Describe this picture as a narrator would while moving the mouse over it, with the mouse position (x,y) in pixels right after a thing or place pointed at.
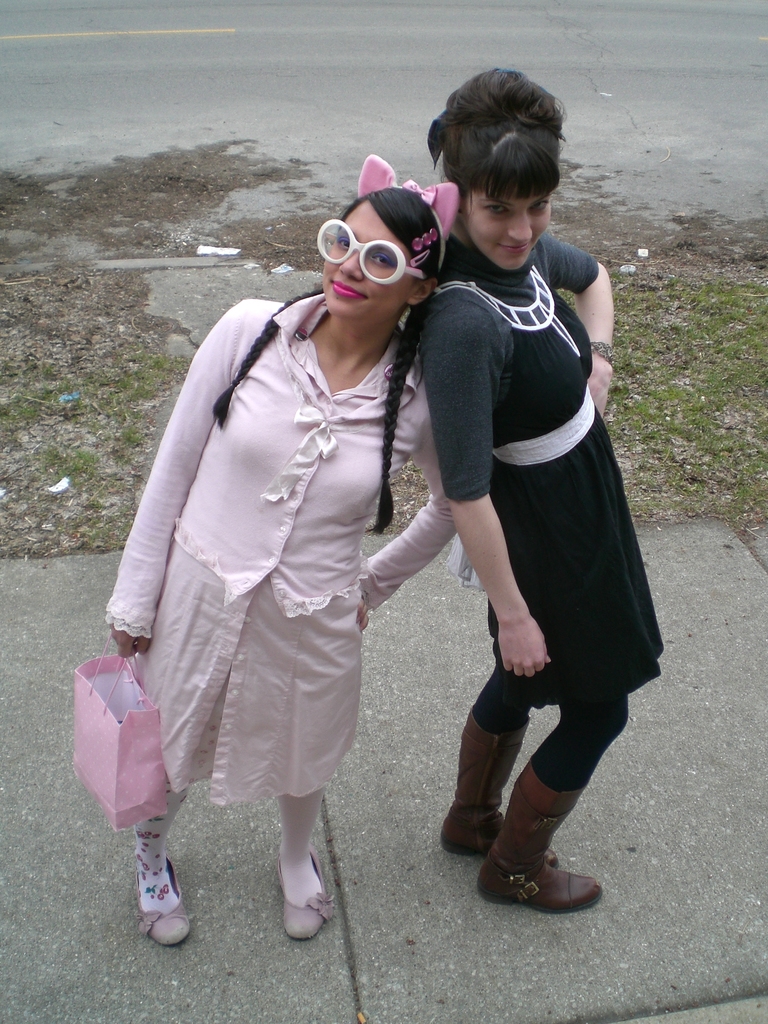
In this picture we can see two women (483,372) standing on the ground (713,763), smiling and a woman (267,682) holding a bag (153,711). In the background (684,49) we can see the grass (749,436) and the road (423,58).
